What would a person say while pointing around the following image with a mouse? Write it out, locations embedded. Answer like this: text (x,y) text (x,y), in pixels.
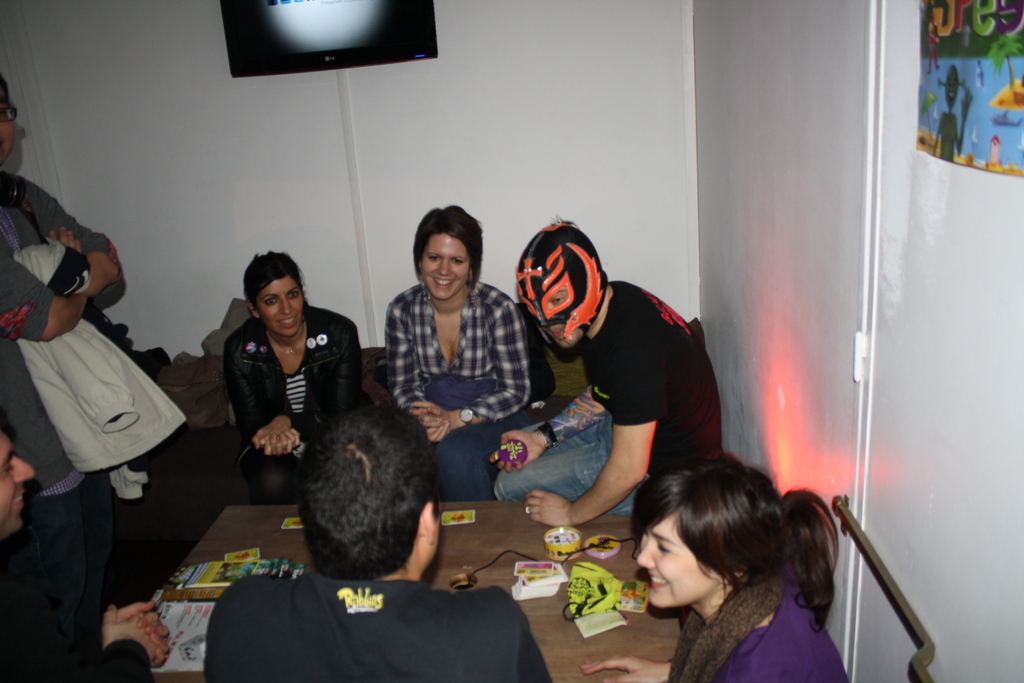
This picture is taken inside the room (883,554). In this image, we can see a group of people (704,634) sitting in front of the table (616,516). On the table (554,662), we can see electric wires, playing cards (642,605). On the left side (67,225), we can see a person (55,217) standing. In the background (333,36), we can see a monitor screen (326,49) attached to a wall (433,93). On the right side (955,49), we can see a poster (940,96) is attached to a wall (990,198).
